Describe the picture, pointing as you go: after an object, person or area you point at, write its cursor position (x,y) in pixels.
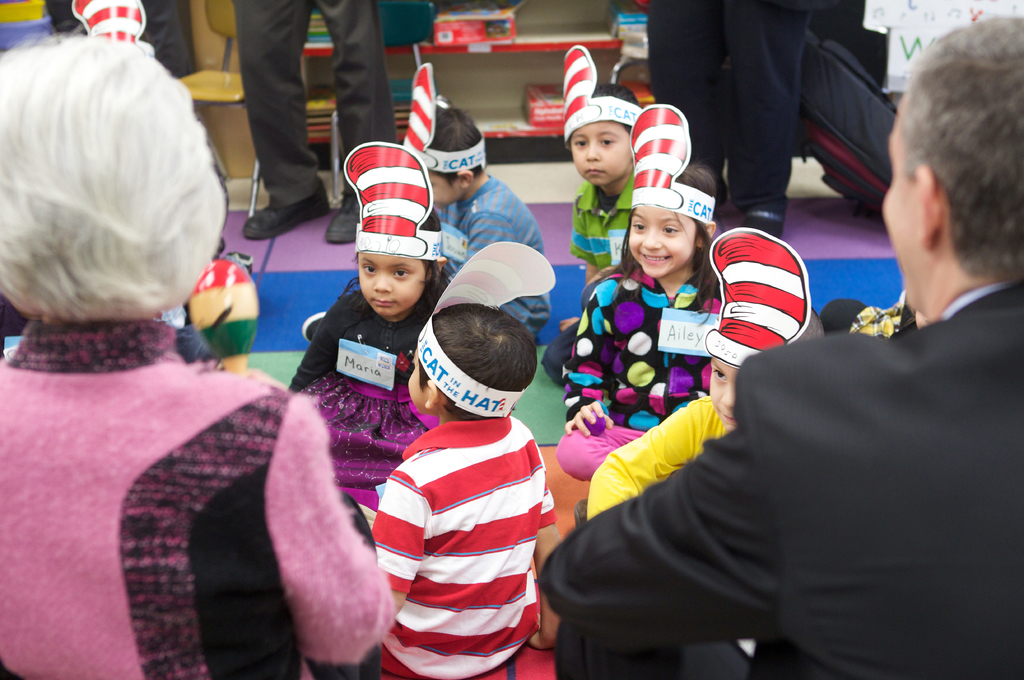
In this image we can see a few people (224,610), some of them are wearing hats (505,277) with text (502,411) on them, there are boxes (494,31), and books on the racks (547,62), also we can see a chair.
